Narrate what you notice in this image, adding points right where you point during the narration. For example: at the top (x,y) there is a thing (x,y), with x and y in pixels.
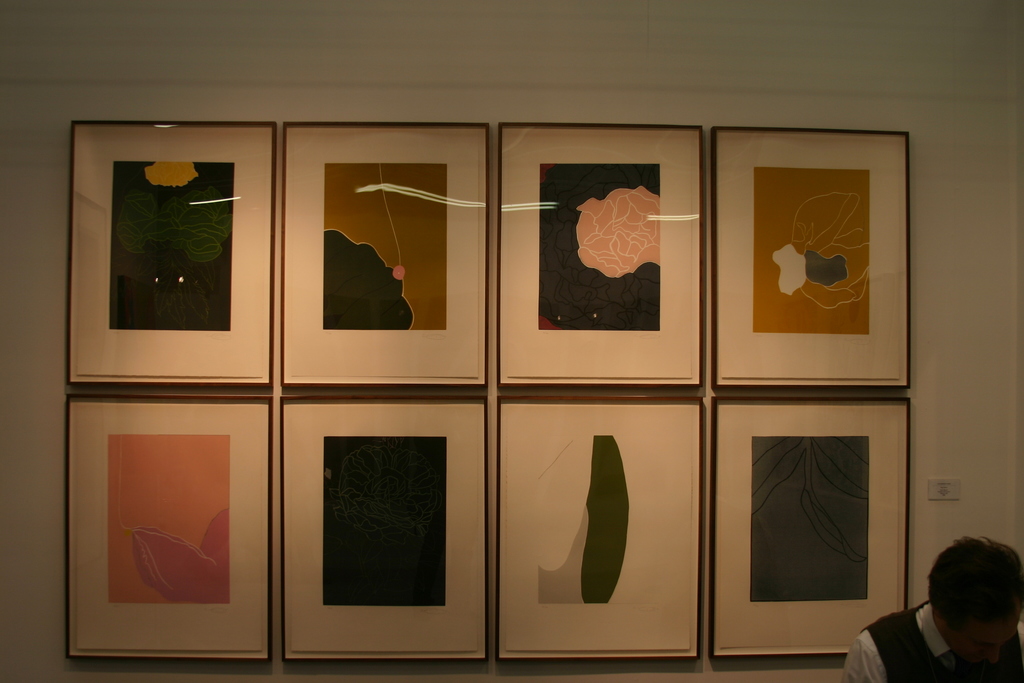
In the foreground of this image (667,452), there are frames (700,303) on the wall (668,82) and on the right bottom corner (905,629), there is a man (882,627).
